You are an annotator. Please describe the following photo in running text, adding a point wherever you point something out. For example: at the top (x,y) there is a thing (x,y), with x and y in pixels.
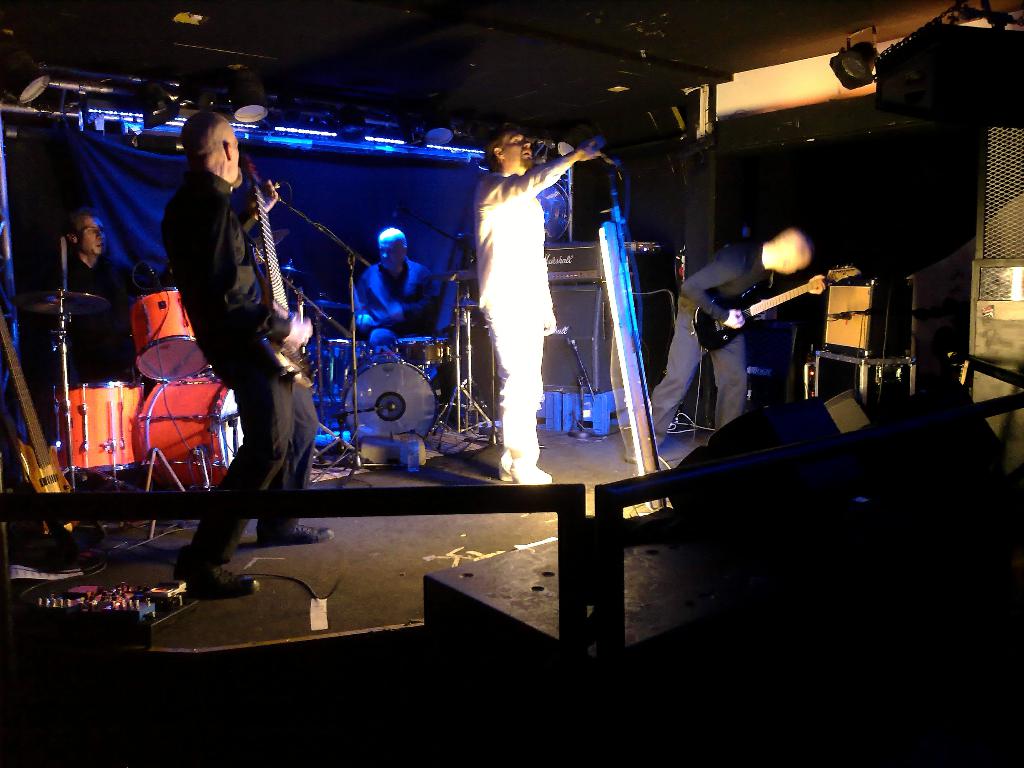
The image looks like it is taken in a studio (42,193). In the foreground (600,528) there is railing (334,511). In the center of the picture (519,447) we can see a band (104,341) performing. On the right (849,406) it is a speaker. In the center of the picture (550,317) there is a person (520,240) standing and singing. On the left (246,250) there is a person (268,310) playing guitar (280,352) and another person (106,318) playing drums (198,416). In the center of the picture (382,301), in the background (388,261) there is a person (395,311) playing drums (390,372). In the background (329,133), at the top (247,121) there are lights (283,137). Towards right (739,271) there is a person (772,257) playing guitar (758,296). In this picture there are speakers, cables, mics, music control systems (79,604) and other objects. At the top (350,34) it is dark.
